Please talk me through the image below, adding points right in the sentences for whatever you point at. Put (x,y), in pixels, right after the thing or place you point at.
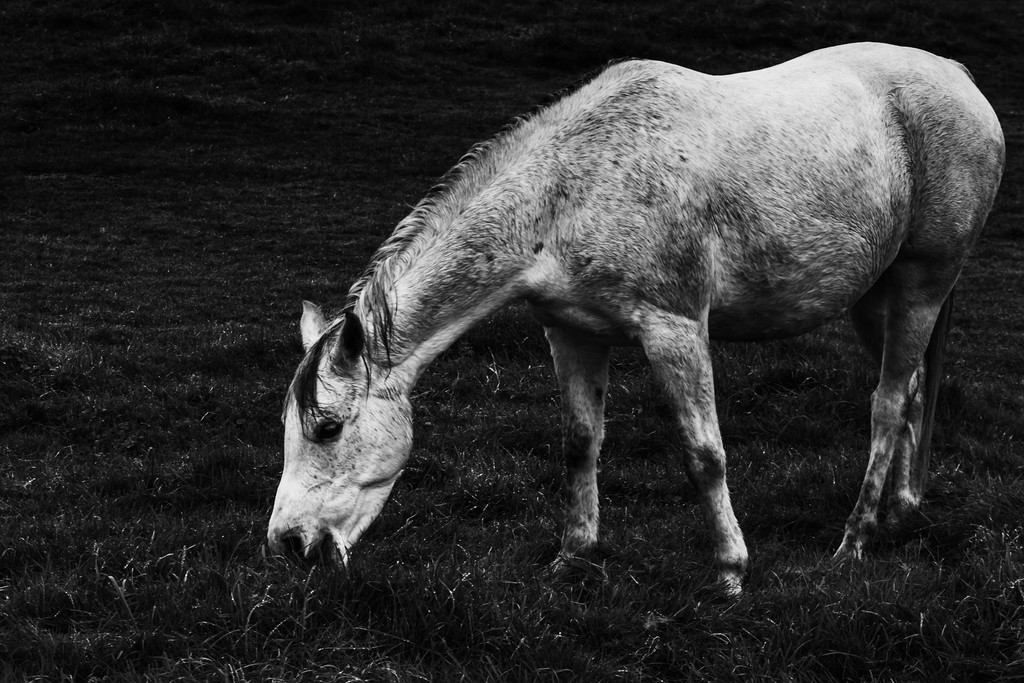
In this picture we can see a horse (633,300) is eating grass (447,482).
